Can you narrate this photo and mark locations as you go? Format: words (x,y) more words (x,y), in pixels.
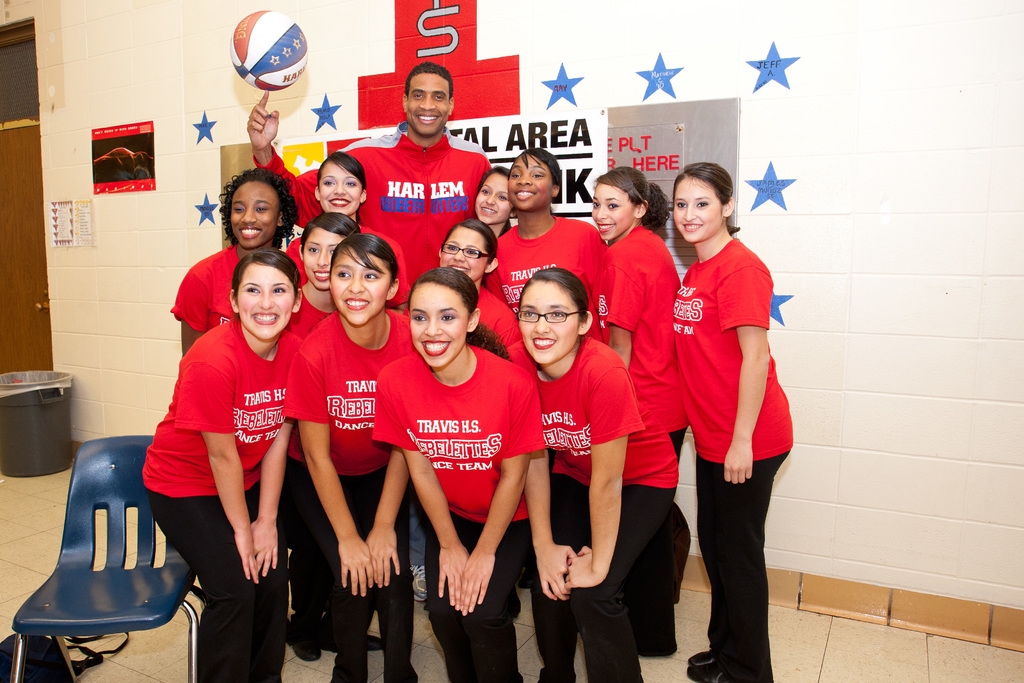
There are group of ladies (506,366) standing and there is a men (422,176) standing in the background (437,176) holding a ball (264,60) with his index finger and in the background (560,76) there is something written on the white wall (605,80).
